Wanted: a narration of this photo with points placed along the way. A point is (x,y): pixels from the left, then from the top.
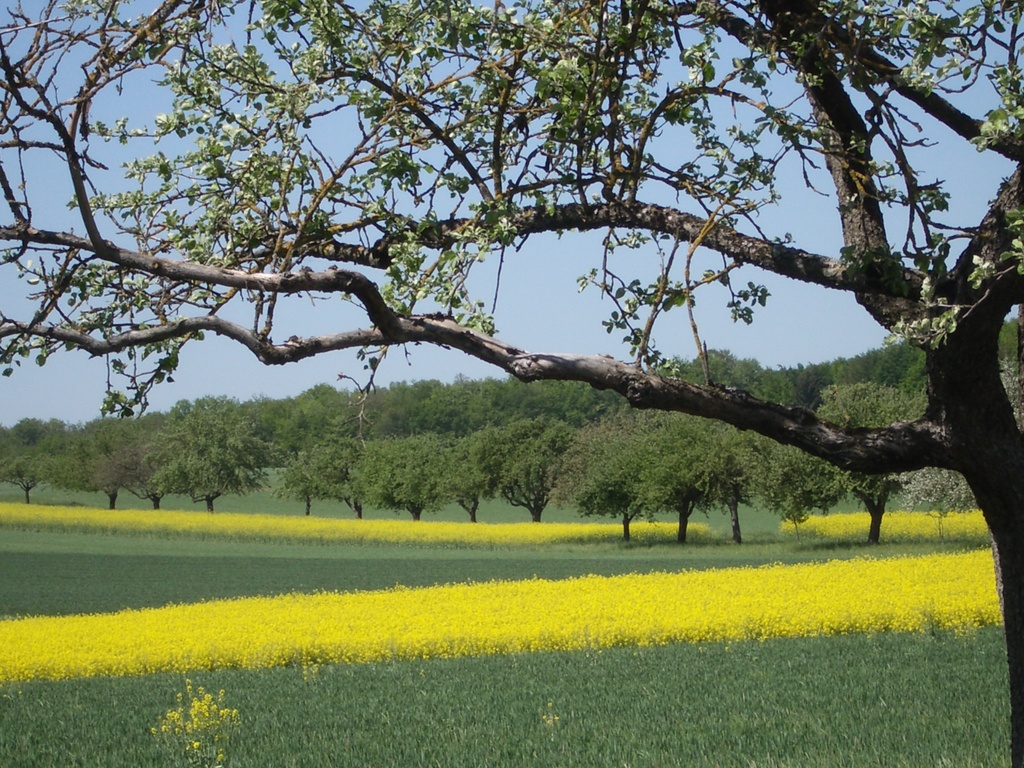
This is an outside view. On the right side (897,288) there is a tree (889,260). At the bottom (467,650) there are many plants (426,680) along with the flowers (545,624) which are in yellow color. In the background (502,464) there are many trees (374,423). At the top of the image (273,187) I can see the sky (675,314).
